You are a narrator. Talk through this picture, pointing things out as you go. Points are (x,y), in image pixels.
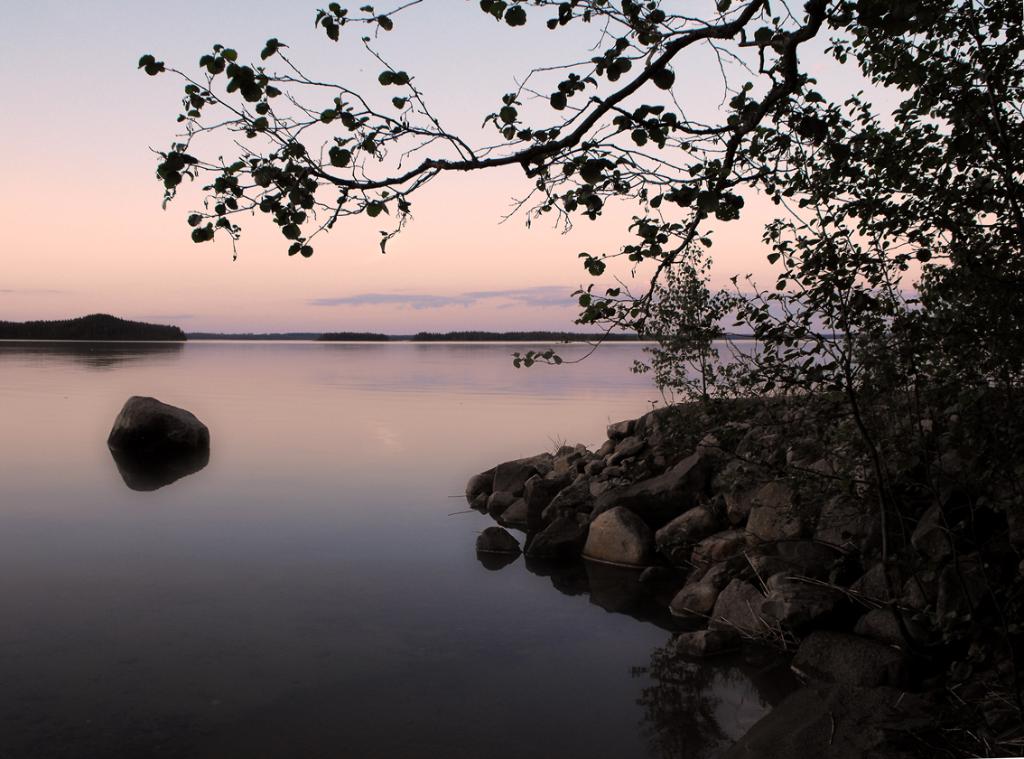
In this image on the right side (784,467), I can see the stones (688,507) and the trees (757,320). In the background (376,392), I can see the water (358,376) and clouds (577,302) in the sky (266,215).
